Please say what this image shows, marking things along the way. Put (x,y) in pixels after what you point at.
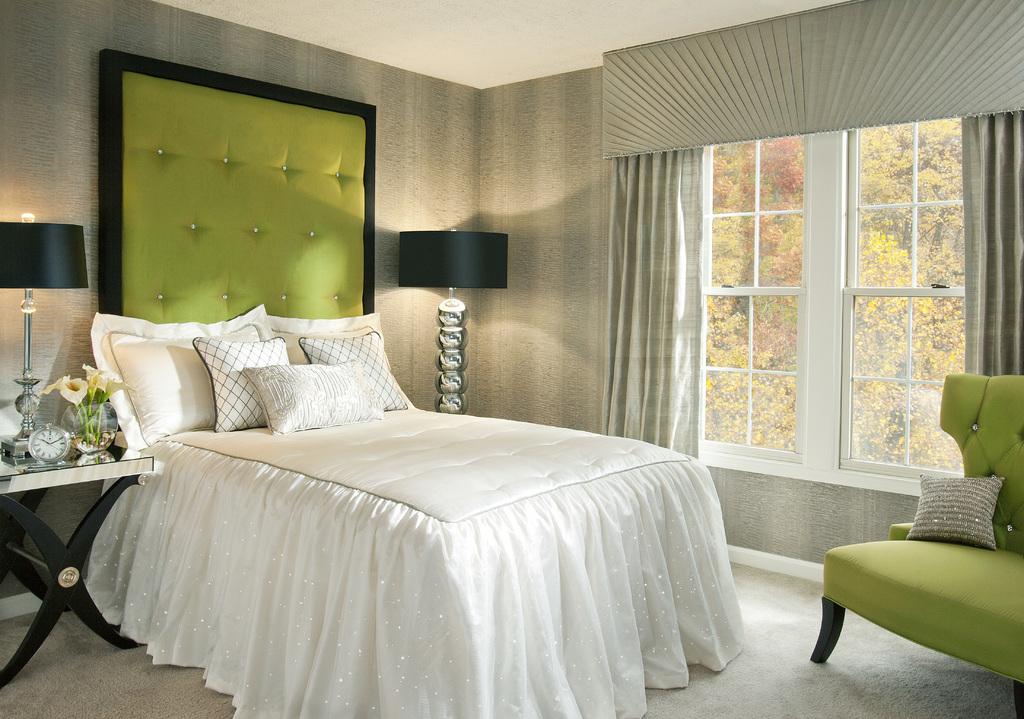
In this picture this is inside the house (525,195). We can see the bed (256,449). On the bed (379,434) we can see pillows (310,359). On the background (58,168) we can see wall (46,161). There is a table (47,481). On the table (61,481) we can see lamp (37,264), clock (34,440), flowers (98,379). There is a window (813,303). From this window (871,276) we can see trees (920,157). there is a chair (925,606). On the chair (935,625) we can see pillow (950,520). This is floor (818,700).
